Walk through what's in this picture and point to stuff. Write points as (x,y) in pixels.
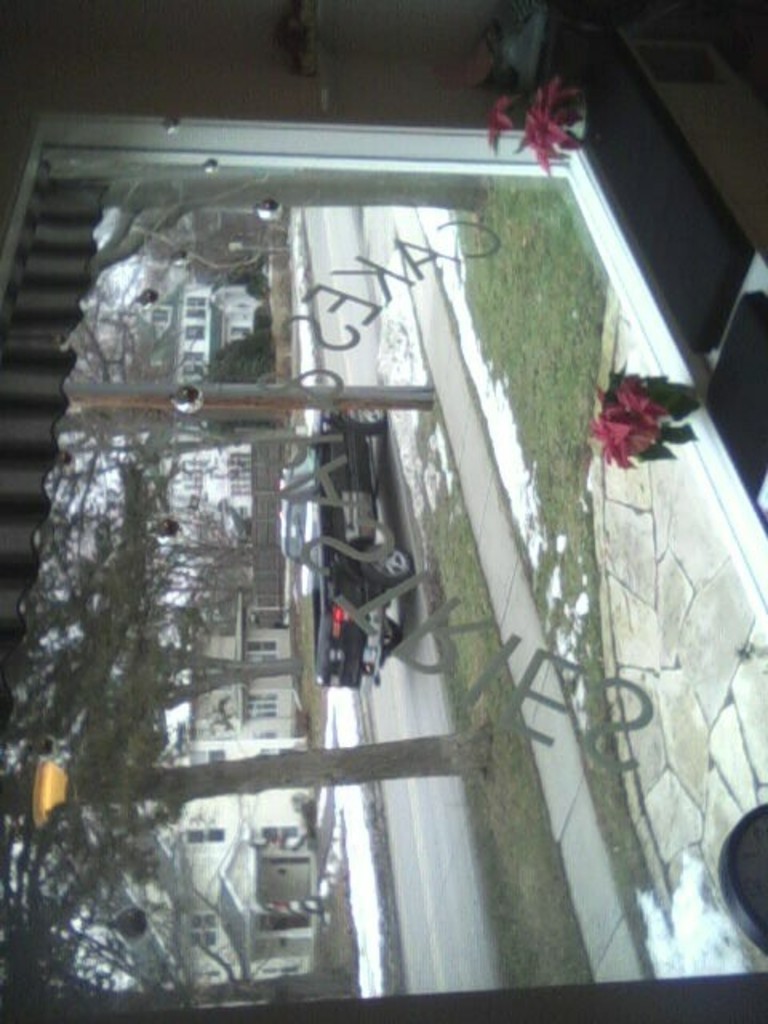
On the right side of the image (528,126) we can see flower vases (653,413), in the middle of the image (388,502) we can find a car (331,639), in the background (80,782) we can see few trees (219,517) and buildings (177,361), on the left side of the image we can see a light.
